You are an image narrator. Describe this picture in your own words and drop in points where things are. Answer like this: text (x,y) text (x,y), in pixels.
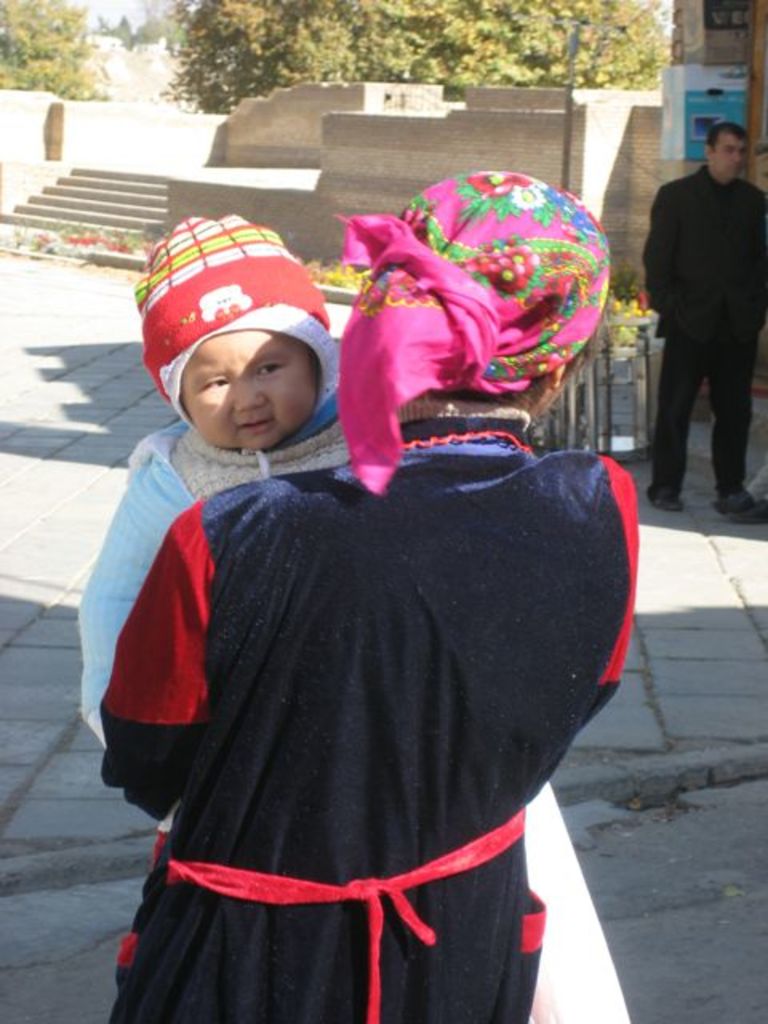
In this image I see a person (379,605) who is carrying a baby (272,426) and in the background (34,310) I see the path (16,344) and I see a man (708,141) over here who is wearing black dress (657,291) and I see few plants (39,239) and steps (105,182) over here and I see the wall (327,159) and I see the trees (625,55).
